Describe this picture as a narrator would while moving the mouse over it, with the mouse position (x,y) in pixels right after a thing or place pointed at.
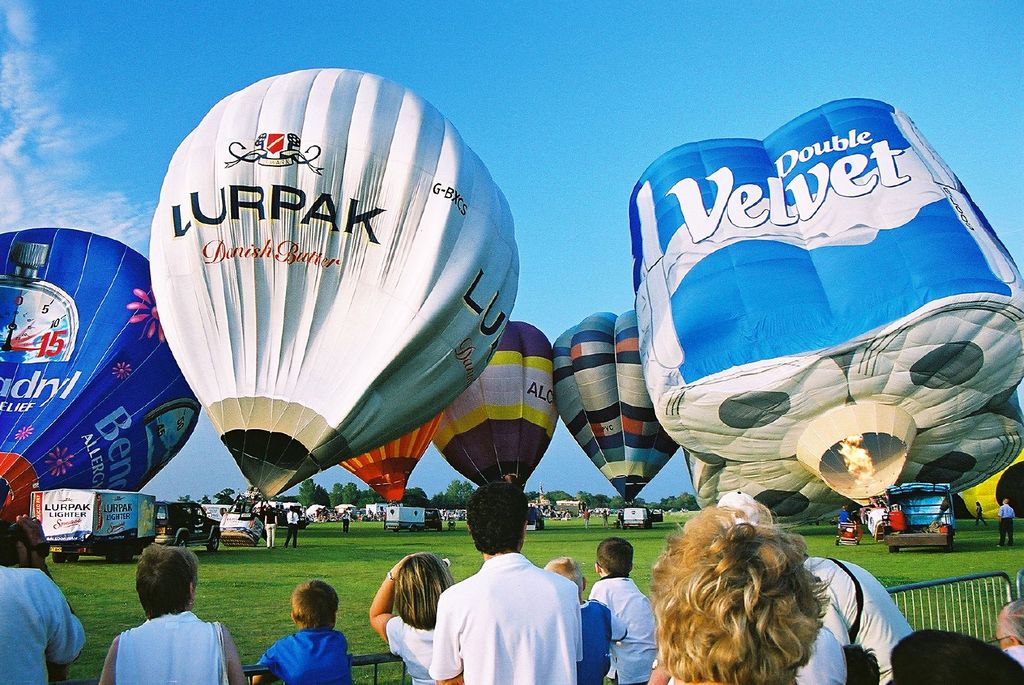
There are many hot air balloons (427,347) in the image. On the ground (929,624) there are trucks (133,531). Many people (744,508) are there in the foreground (816,640) standing beside the barricade (943,586). In the background (670,505) there are trees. This is the sky (546,71).
